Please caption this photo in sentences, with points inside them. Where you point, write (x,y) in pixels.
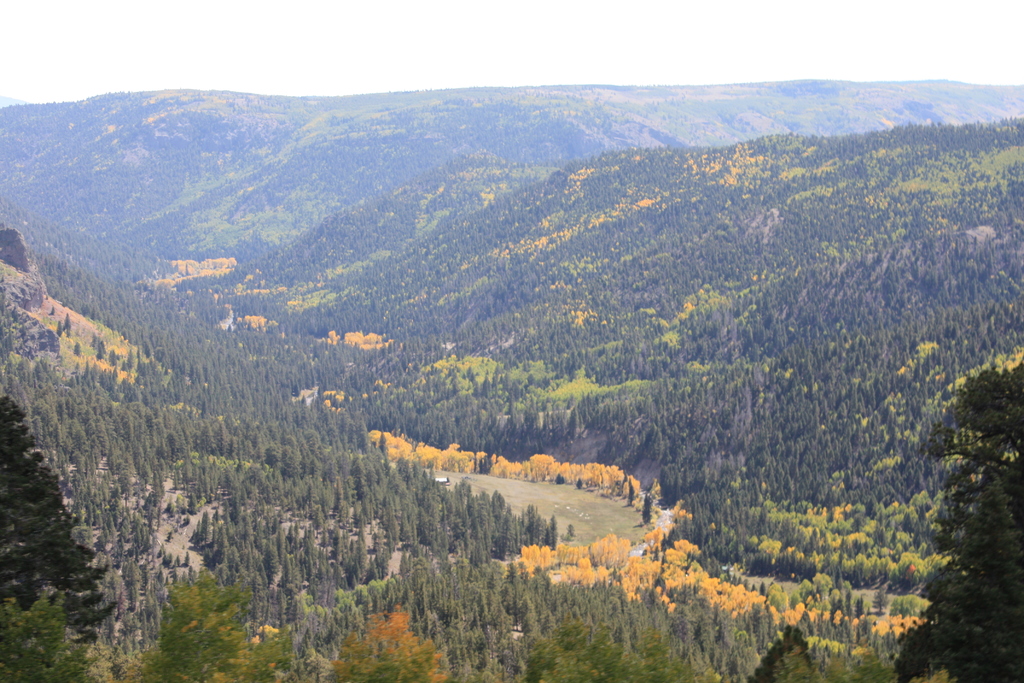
In this image I can see trees (557,412) and hills (463,570). There is a meadow (597,527) in the center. There is sky (660,27) at the top (660,27).
